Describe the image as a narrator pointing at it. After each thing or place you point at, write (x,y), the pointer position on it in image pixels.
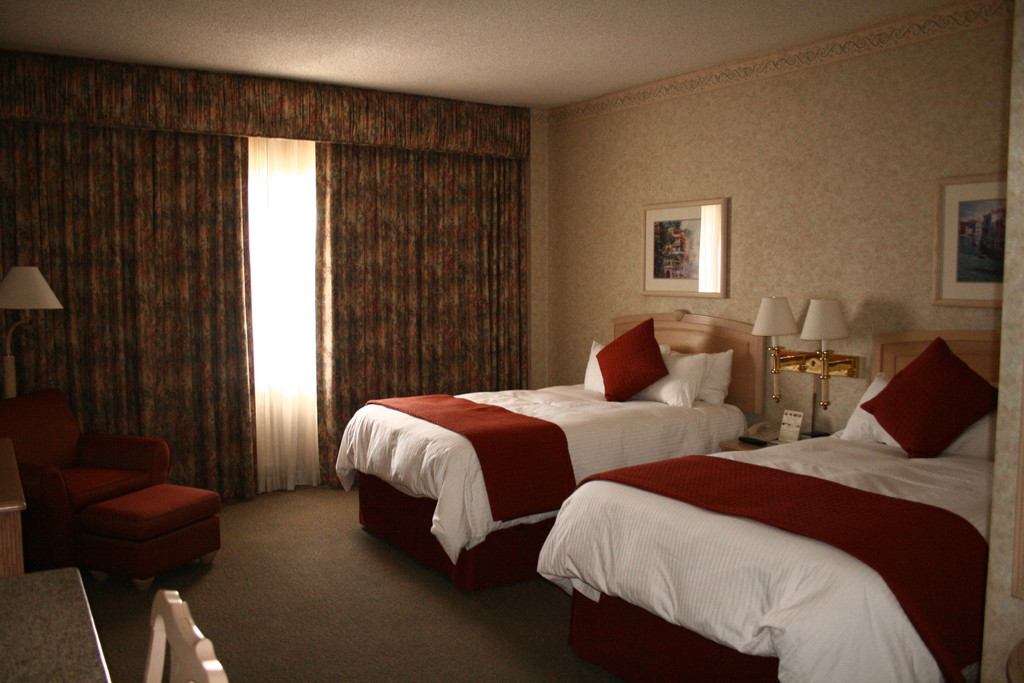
In this picture we can see a room (672,270) with two beds (670,447) and on beds (516,442) we can see bed sheets (558,389), pillows (685,394) and in between the beds (846,446) we have two lamps (832,334) and here in background (186,318) we can see curtains (386,245) with window (308,246), wall (794,223) with frames (644,272), chair (54,436), lamp (28,269).
